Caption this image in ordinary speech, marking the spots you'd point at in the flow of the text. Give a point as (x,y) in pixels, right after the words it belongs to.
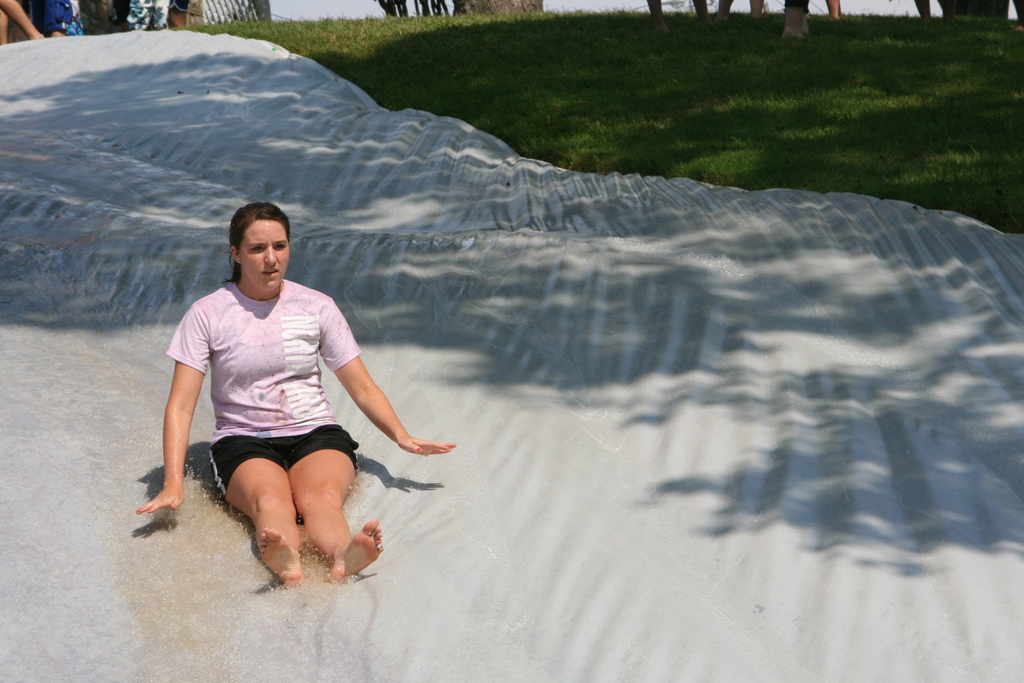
In this image, we can see some grass (613,137) on the ground (867,111). There is a person (209,346) in the middle of the image (363,367) wearing clothes (346,449). There are persons legs (147,11) in the top left (156,32) and in the top right of the image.
